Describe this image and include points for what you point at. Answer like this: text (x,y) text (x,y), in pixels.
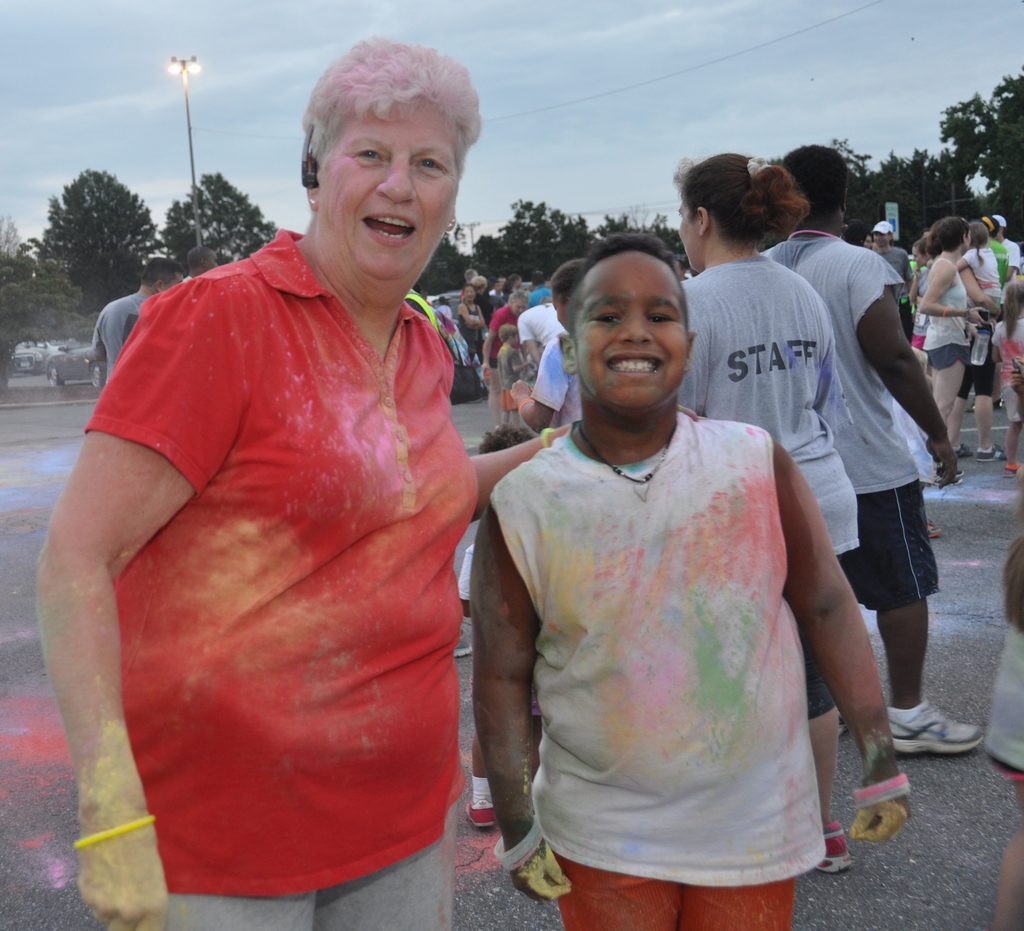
In the middle of the image (662,340) two persons (340,702) are standing and smiling. Behind them few people (996,241) are standing and holding some bottles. Behind them there are some trees (119,203) and poles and vehicles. At the top of the image (576,46) there are some clouds (15,1) in the sky (877,55).
